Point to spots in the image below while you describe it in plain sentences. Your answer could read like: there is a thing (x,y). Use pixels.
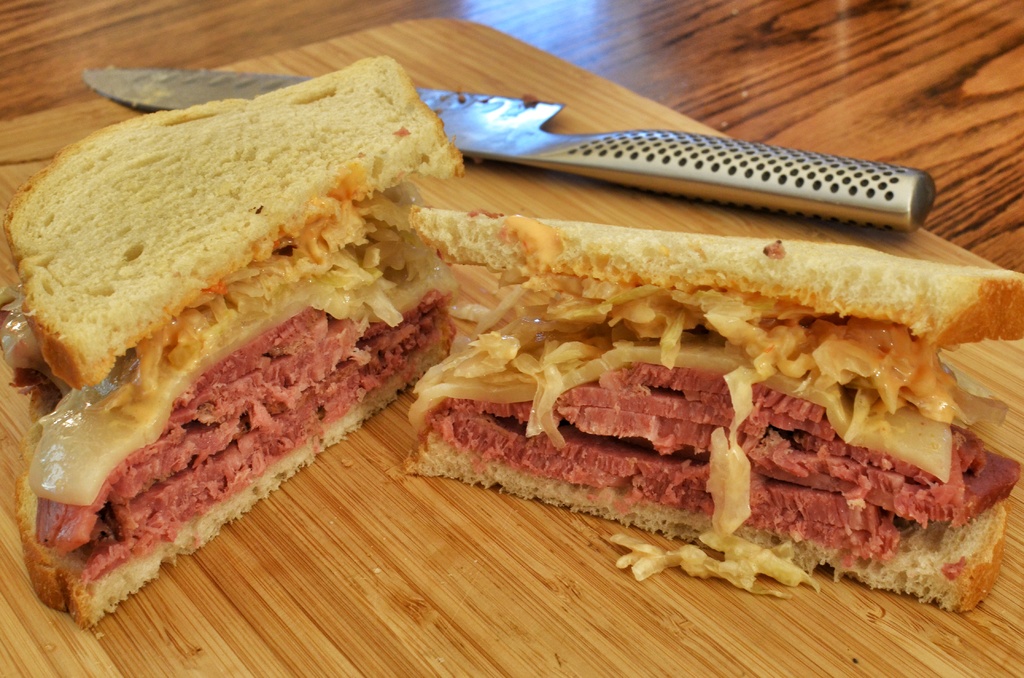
In this image there are two pieces of sandwich (567,374) and the knife (618,167) on the chop board (450,202), which is on the table (820,84).
